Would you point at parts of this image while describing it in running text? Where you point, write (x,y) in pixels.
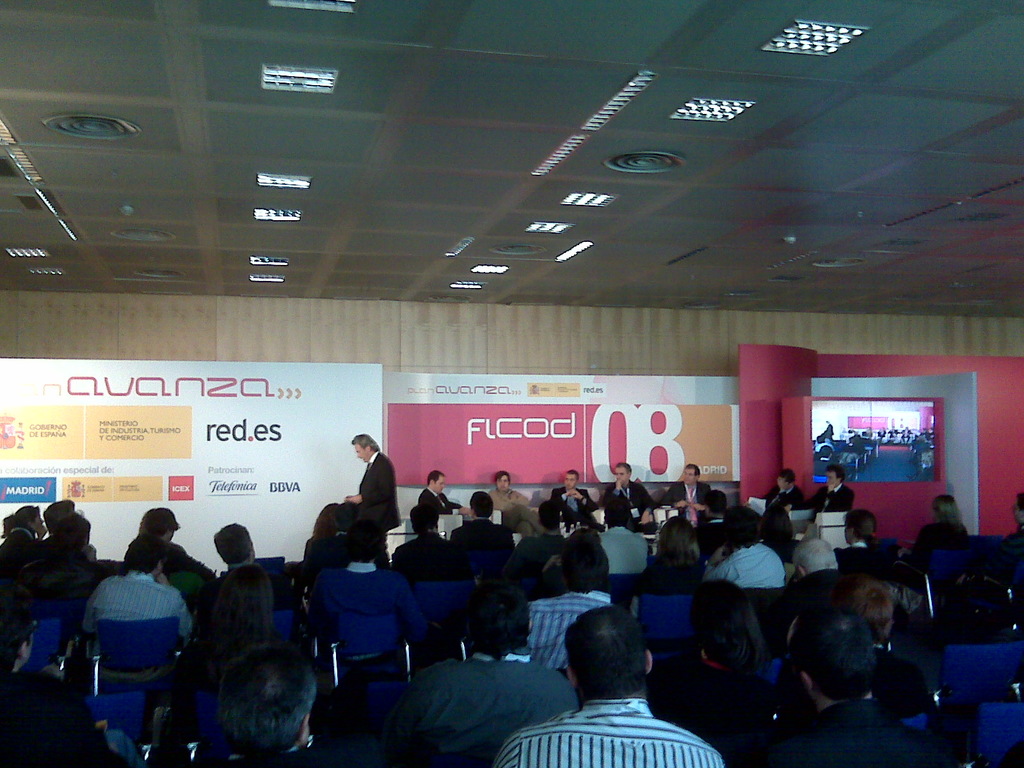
In this image we can see a few people (577,610) sitting on the chairs (269,570), there are some boards (405,394) with some text (215,394) on it, there are lights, speakers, there is a screen (875,444), also we can see the wall (552,320), and the rooftop (410,162).
